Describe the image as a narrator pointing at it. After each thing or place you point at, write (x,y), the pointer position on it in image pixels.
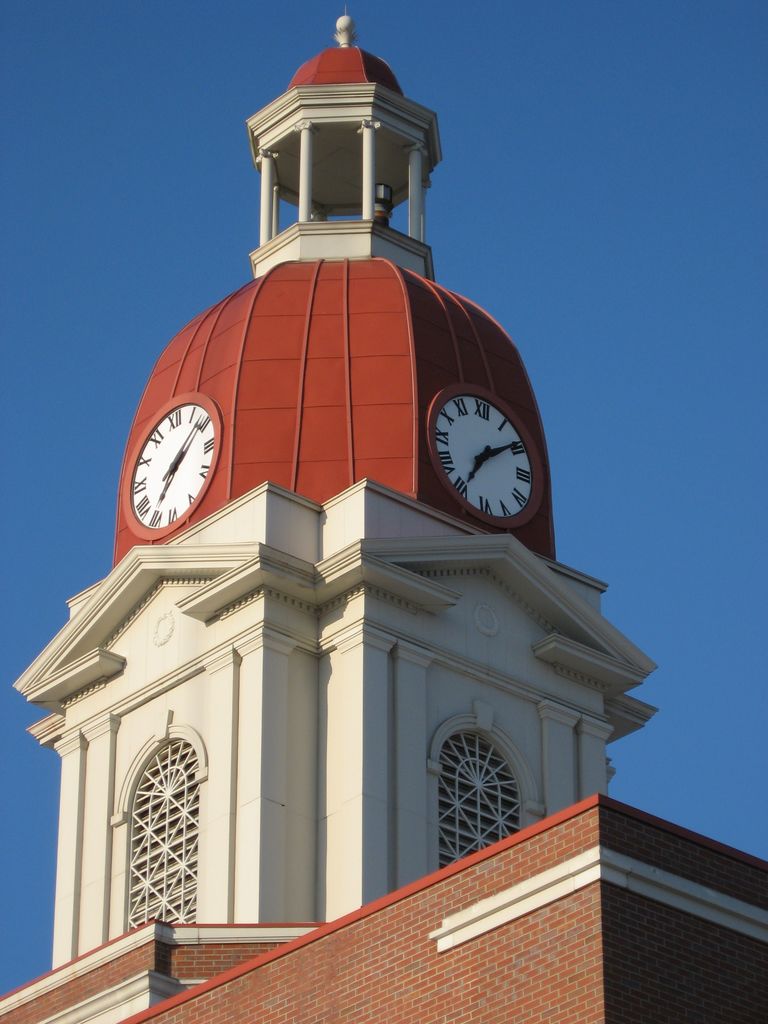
The picture consists of a building (278,472), at the top of the building (327,454) we can see clocks (187,407). At the top (229,25) it is sky (686,366).
